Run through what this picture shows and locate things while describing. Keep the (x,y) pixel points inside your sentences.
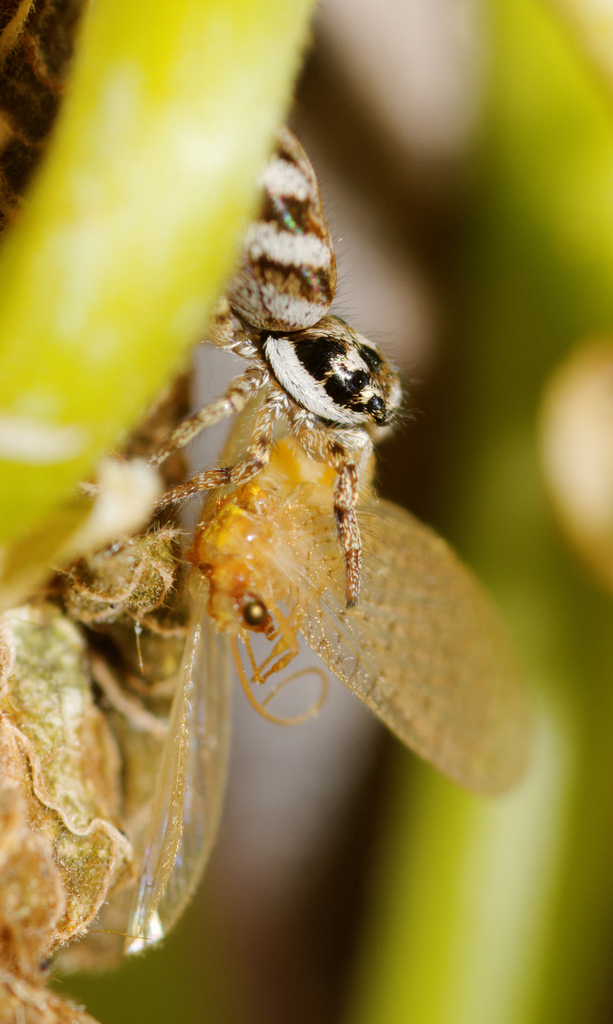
In this image there is an insect (231,451) and spider (301,444) on the object (87,715) which is unclear.
